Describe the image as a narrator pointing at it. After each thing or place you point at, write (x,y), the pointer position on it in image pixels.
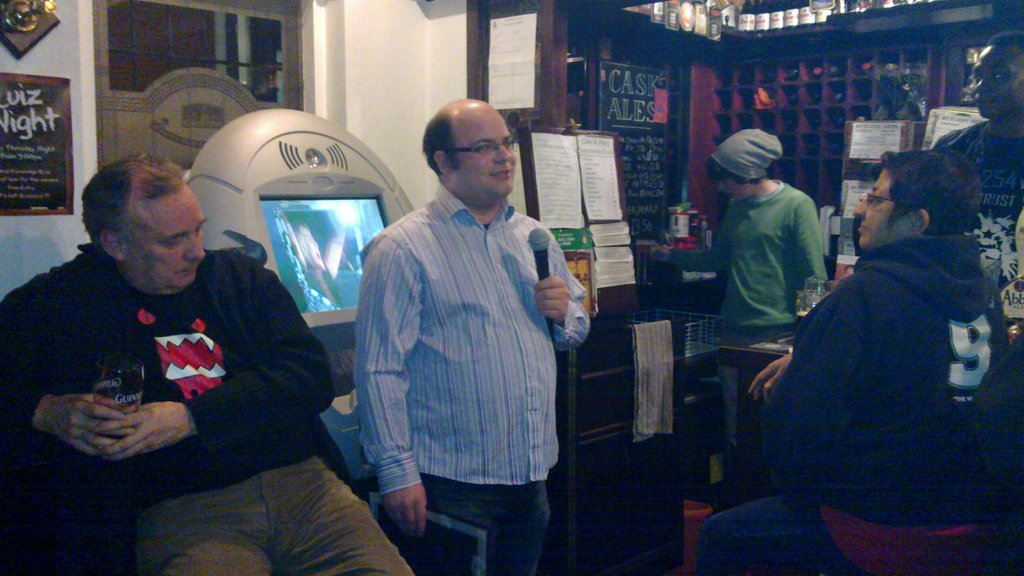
In this image, we can see few people (202,470), some objects (353,387), screen (356,294), posters (535,156), wall (317,49), window (163,45), grill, bottles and things (652,375). Here a person (528,356) is holding an object (450,544) and microphone (539,277). On the left side of the image (219,424), we can see a person (198,364) is holding a glass (118,386).
